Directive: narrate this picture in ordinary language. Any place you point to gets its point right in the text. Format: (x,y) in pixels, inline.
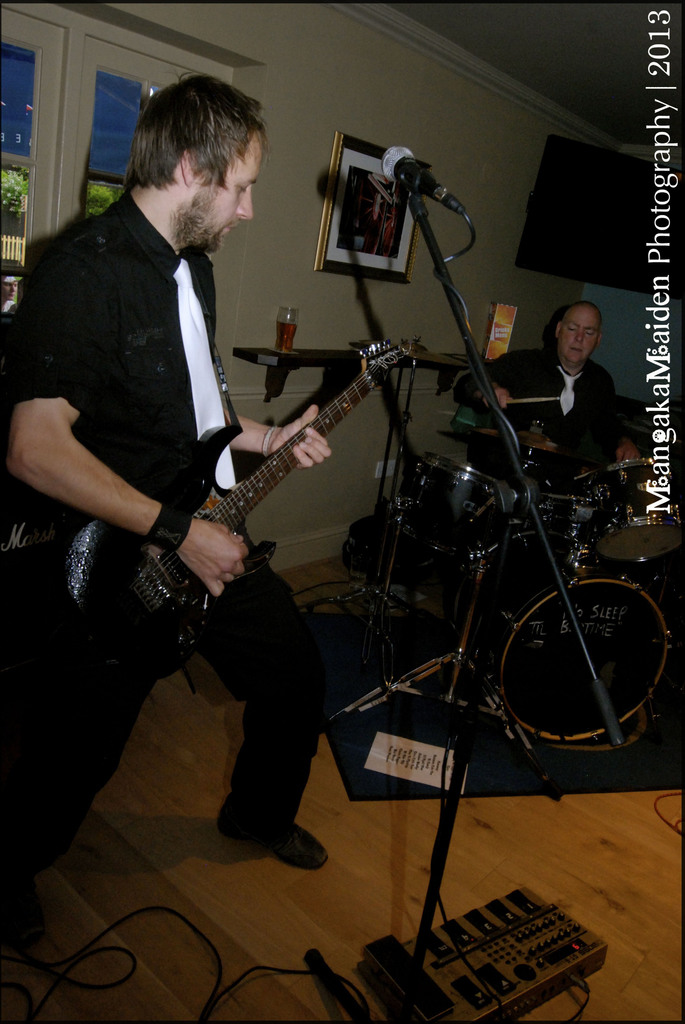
A person (82,428) in black dress (58,388) is standing and playing a guitar (229,506). In front of him there is a mic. Also a person (566,386) is sitting and playing a drum (547,568) in the background (564,564). There is a wall (239,11) and a photo frame (341,234) is on the wall (366,137) in the background (339,170).
